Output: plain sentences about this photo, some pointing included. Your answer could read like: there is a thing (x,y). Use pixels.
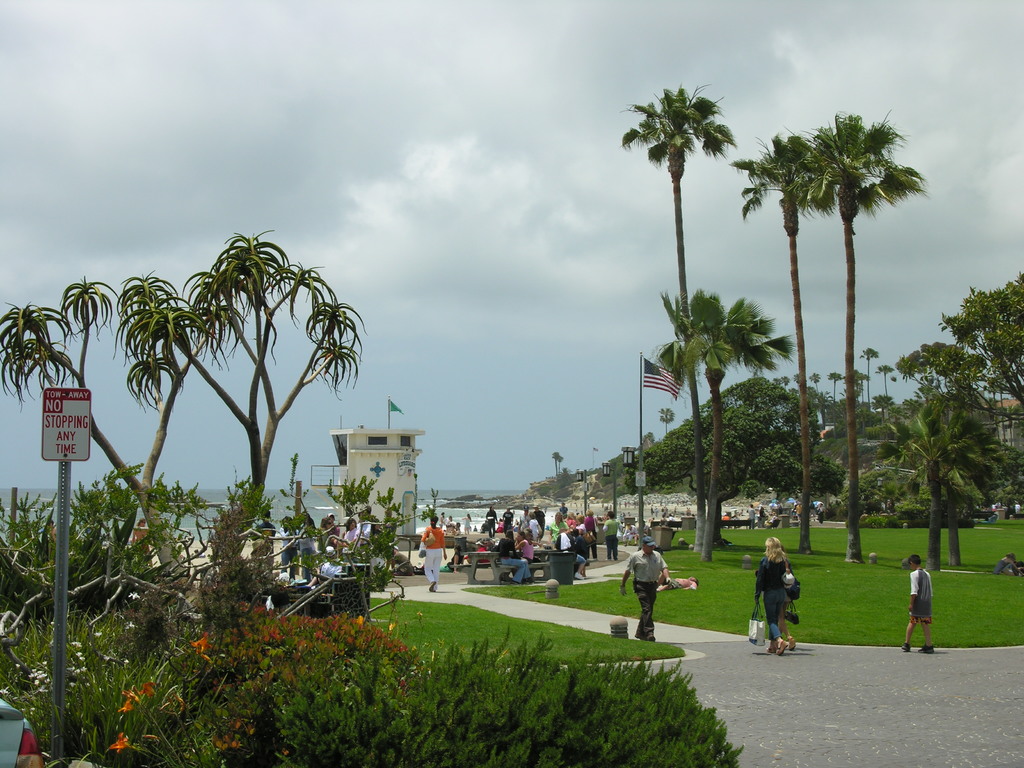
In this image I can see few trees (792,478), board (71,453), pole (59,671), building (393,446), light poles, flag (658,373), water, few people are walking, few people (559,546) are sitting on benches (548,569) and few people (761,608) are holding bags (787,619). The sky (571,199) is in blue and white color.
